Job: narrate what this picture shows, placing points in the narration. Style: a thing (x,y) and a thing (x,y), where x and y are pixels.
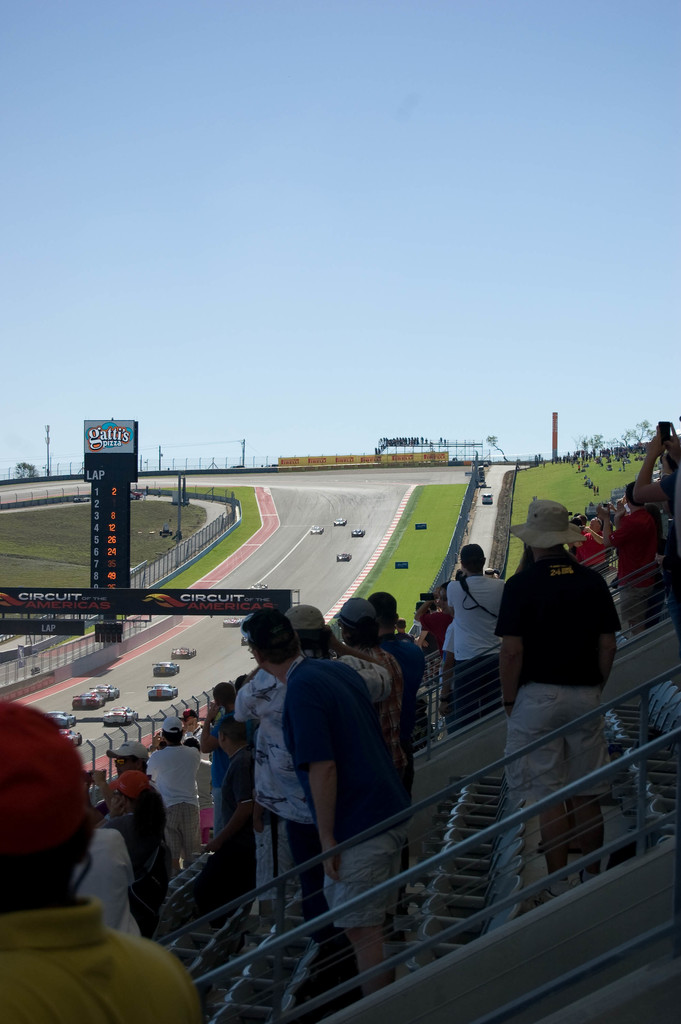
In this image at the bottom (411,742), there are many people (336,750). In the middle (253,597) there are cars (263,586), posters (262,598), grass (544,473), fence (460,538), trees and sky (436,306).
